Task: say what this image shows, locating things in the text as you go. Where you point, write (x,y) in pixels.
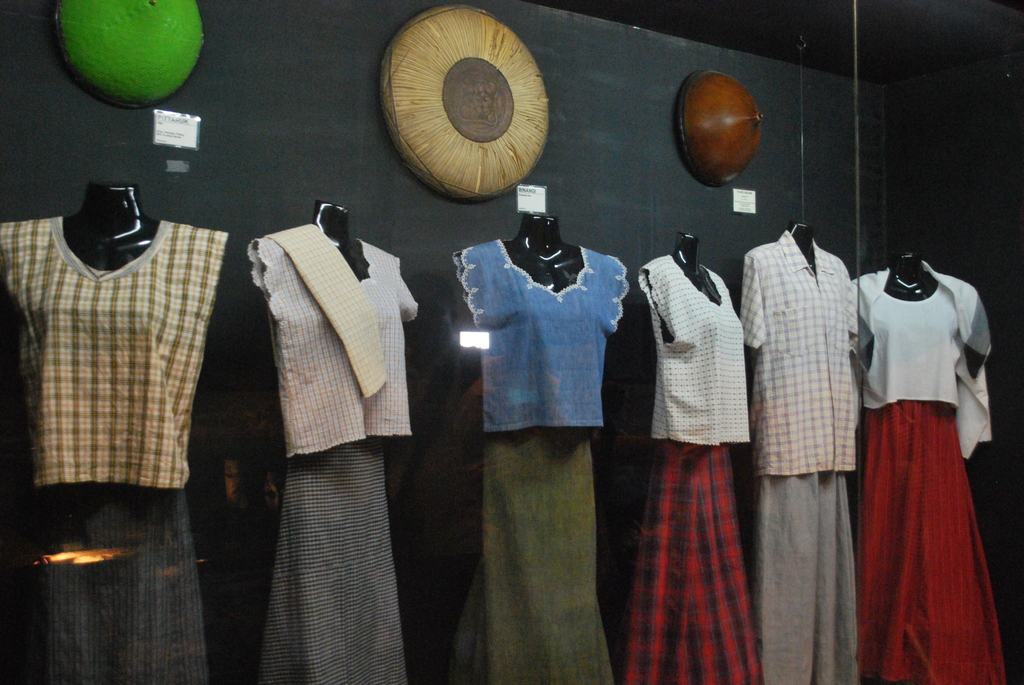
In the foreground of the picture (368,248) there is a glass (130,512), inside the glass (470,413) there are mannequins (955,436) with different costumes (351,375). In the background (445,80) there are some objects (387,80) attached to the wall (632,110), the wall (629,111) is painted black.
